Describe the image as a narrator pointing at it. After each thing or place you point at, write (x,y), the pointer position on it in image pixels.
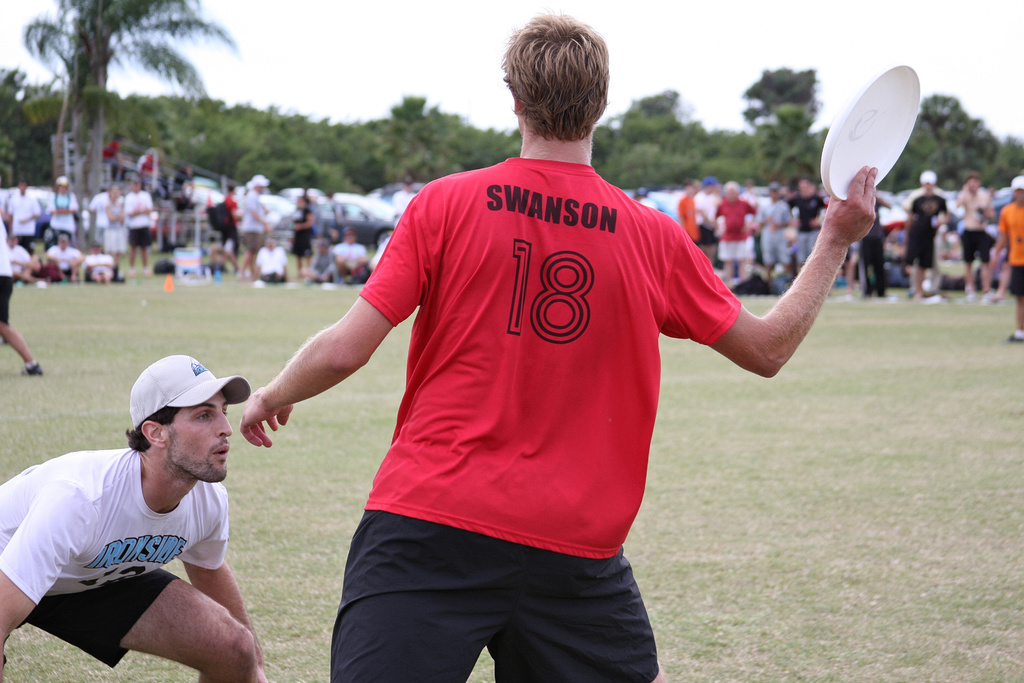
In this picture we can see two people (346,571) and one person (507,497) is holding a Frisbee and in the background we can see a group of people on the ground (691,352) and we can see trees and the sky (998,37).
